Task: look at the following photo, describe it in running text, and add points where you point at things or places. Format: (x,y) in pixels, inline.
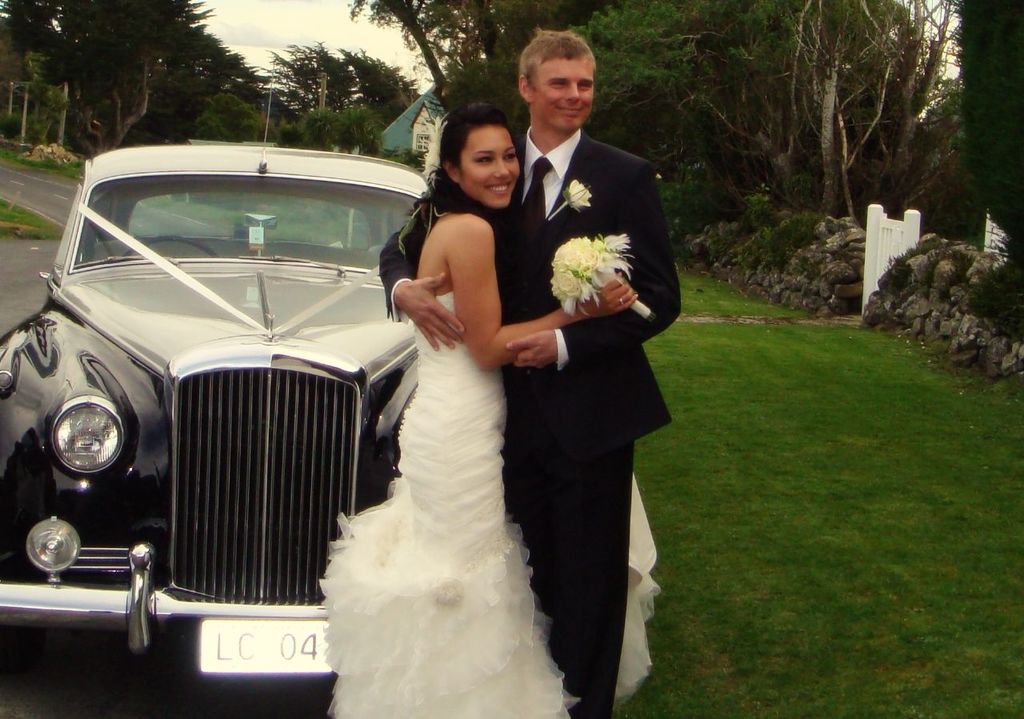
In the foreground of this picture (547,355), there is a couple (551,433) standing on the grass (756,695) hugging each other in front of a car (144,408). In the background (943,401), there are plants (772,216), grass (838,402), gate (866,247), trees (607,48), house (405,133) and the sky (292,10).
